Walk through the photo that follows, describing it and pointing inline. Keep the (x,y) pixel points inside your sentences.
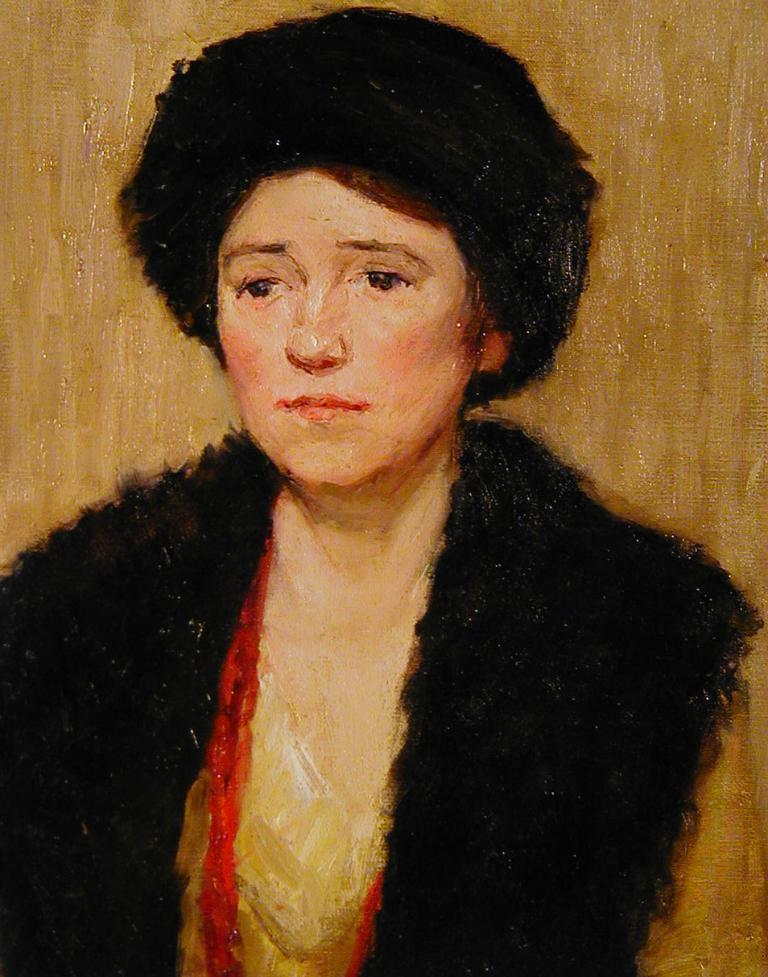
In this image, we can see a person (325,728) painting.
